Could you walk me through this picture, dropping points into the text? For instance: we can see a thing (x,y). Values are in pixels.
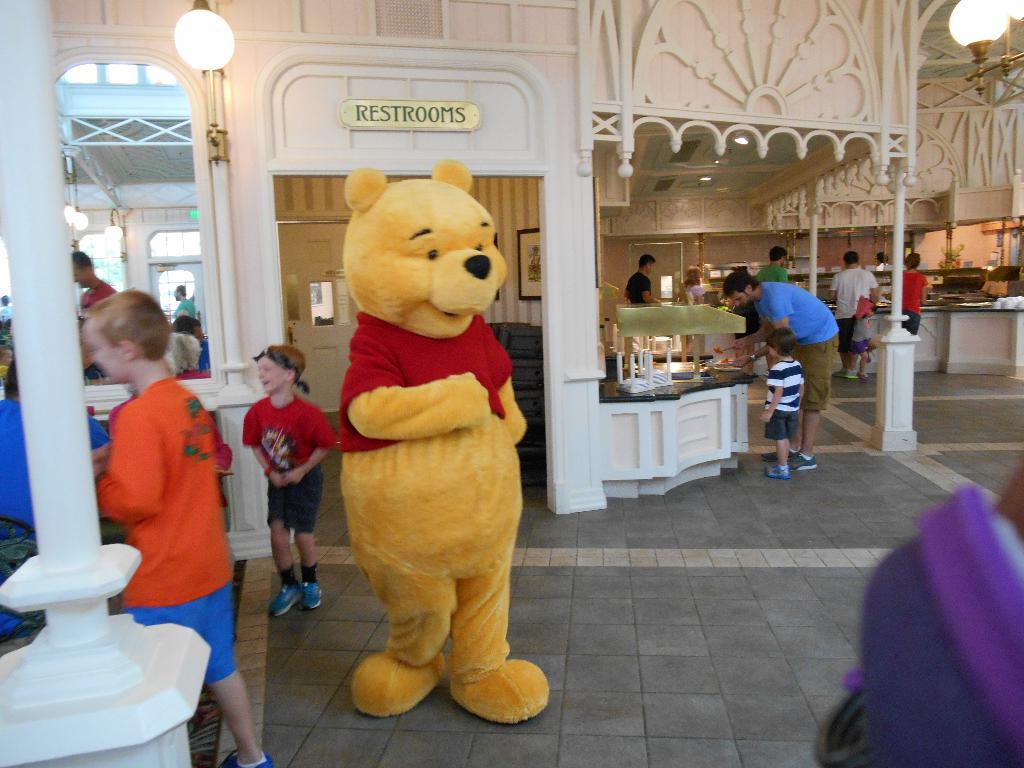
in the middle (467,383), we see a person (402,409) is wearing the mascot costume (468,428). We see two people (315,482) are standing. Beside them, we see the people (92,426) are sitting. On the left side (77,399), we see a white pole (55,578). Behind them, we see the people (185,345) are standing. In the middle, we see a board (352,122) with text (423,105) written as "Restrooms". On the right side (738,274), we see the people (752,304) are standing. In front of them, we see the tables (706,392) on which some objects (730,311) are placed. In the background (835,233), we see a pole (900,317) and a white wall (865,205). In the right top (984,1), we see a light (970,4). In the right bottom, we see a cloth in violet color.
